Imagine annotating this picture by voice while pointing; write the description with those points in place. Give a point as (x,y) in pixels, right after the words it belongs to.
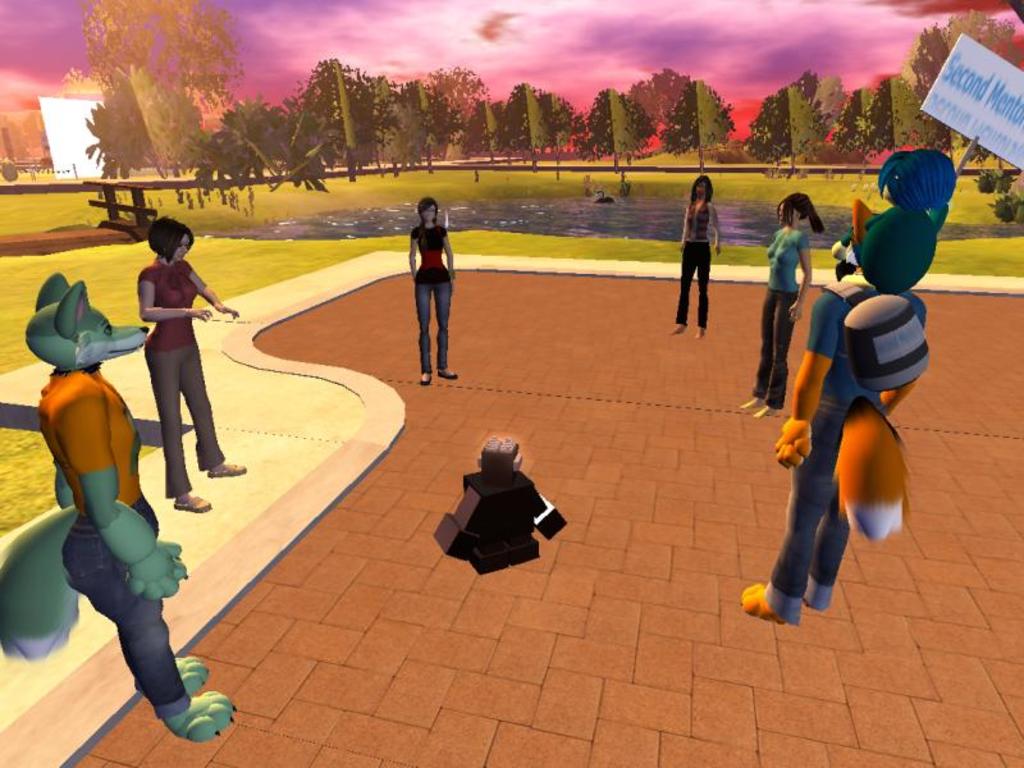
This picture is an animation picture. In this image there are group of people (781,348) standing and at the bottom (519,551) there is an object (534,497) and there is a person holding the placard (991,114). At the back (638,118) there are trees (731,117). At the top (625,43) there are clouds (625,43). At the bottom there is grass (225,215) and there is water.
